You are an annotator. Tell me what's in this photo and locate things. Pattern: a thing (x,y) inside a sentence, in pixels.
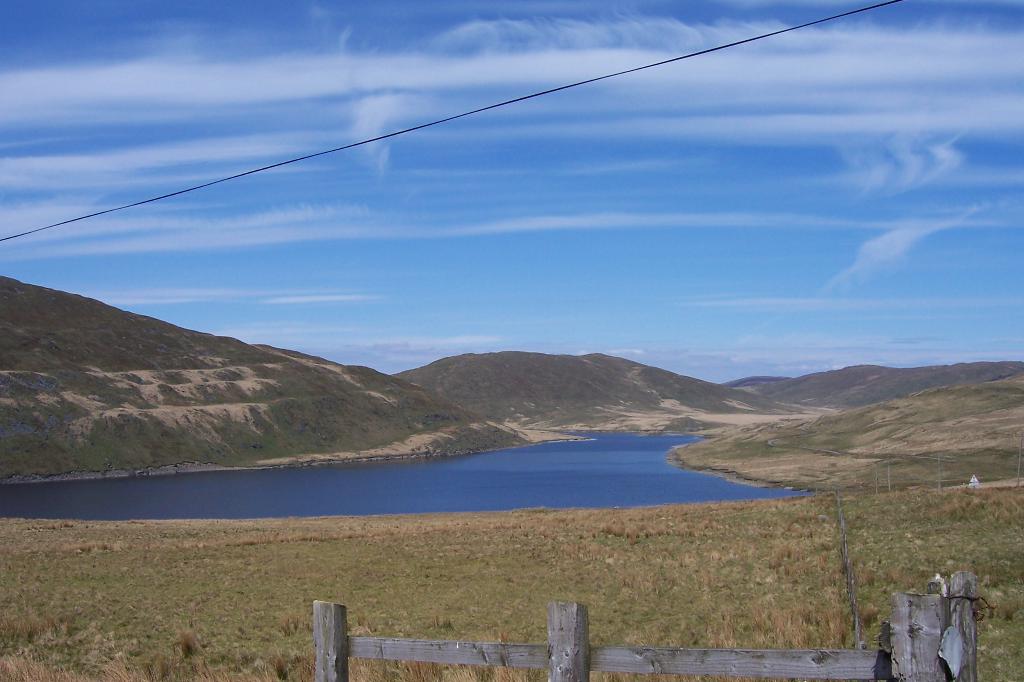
In this image we can see grassy land (773,465), pond (581,470) and mountains (466,399). The sky (409,225) is in blue color with little clouds (772,98). Bottom of the image (840,667) wooden thing (838,662) is present.
